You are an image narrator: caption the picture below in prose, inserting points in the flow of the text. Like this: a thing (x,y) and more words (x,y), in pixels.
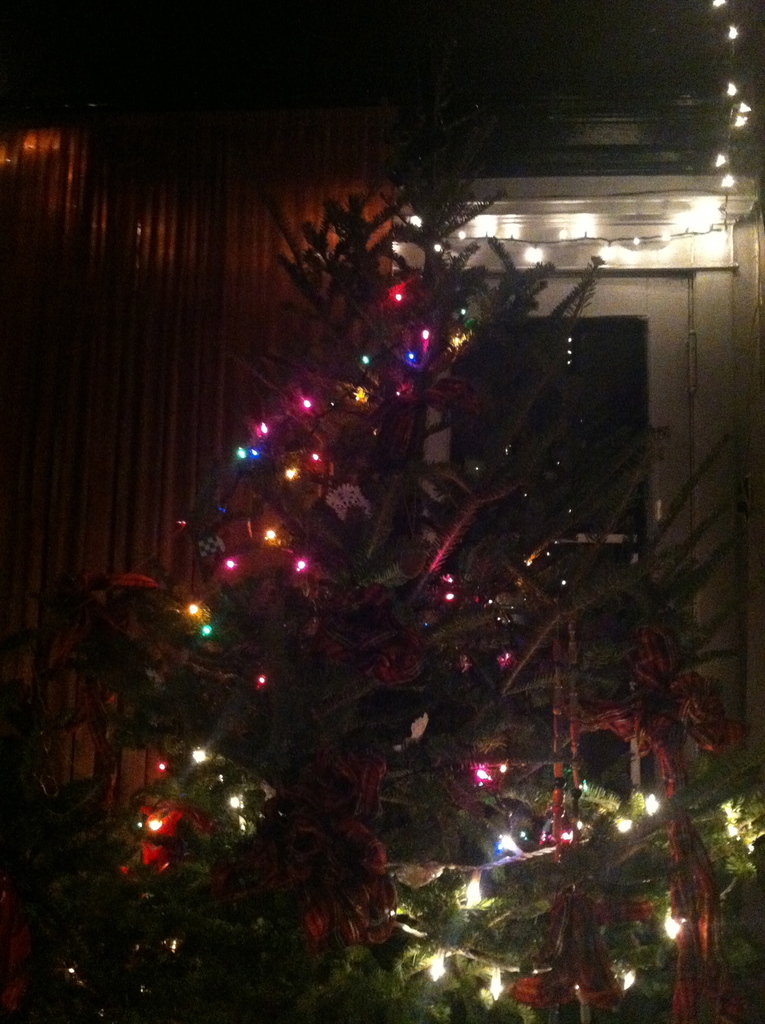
In this image we can see decorative lights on a tree (425,647). In the background (492,465) the image is dark but we can see decorative lights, objects (601,392) and wall (12,431).
